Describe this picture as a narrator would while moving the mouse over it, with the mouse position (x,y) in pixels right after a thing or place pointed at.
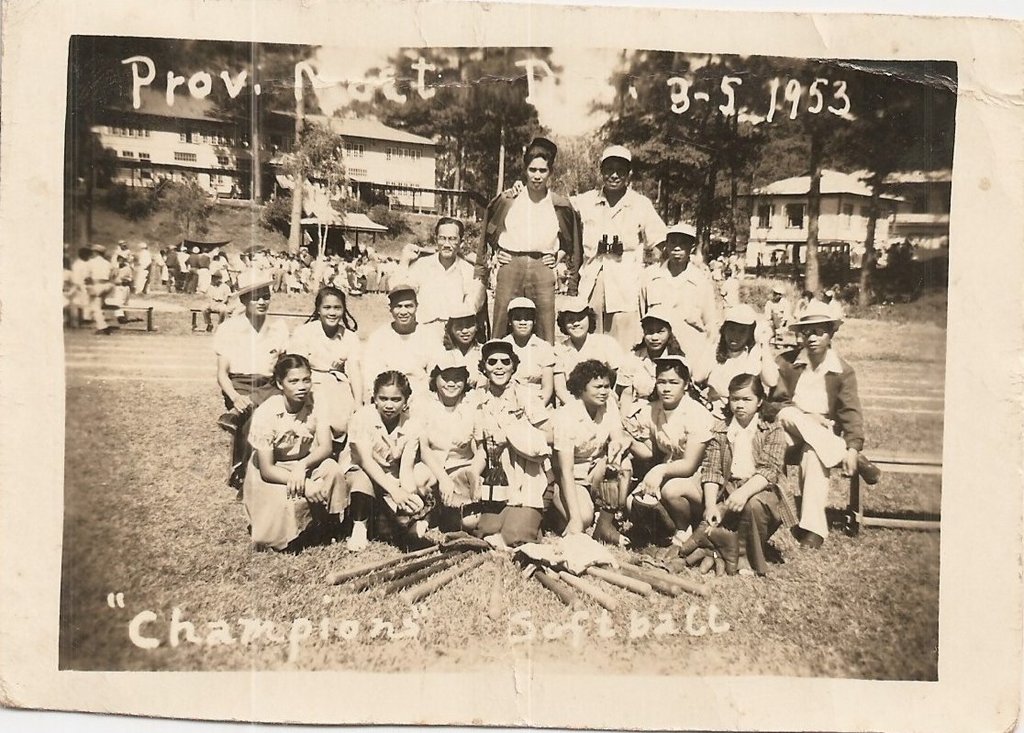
In this image I can see an open ground (554,622) and on it I can see number of people (382,286) where few are sitting and few are standing. In the background (863,229) I can see few buildings (841,214), number of trees (496,67) and in the front (651,585) I can see few wooden sticks (671,592) on the ground (634,604). I can also see something is written on the top (745,102) and on the bottom side of the image (576,629). I can also see this image is of a photo frame (5,142).
